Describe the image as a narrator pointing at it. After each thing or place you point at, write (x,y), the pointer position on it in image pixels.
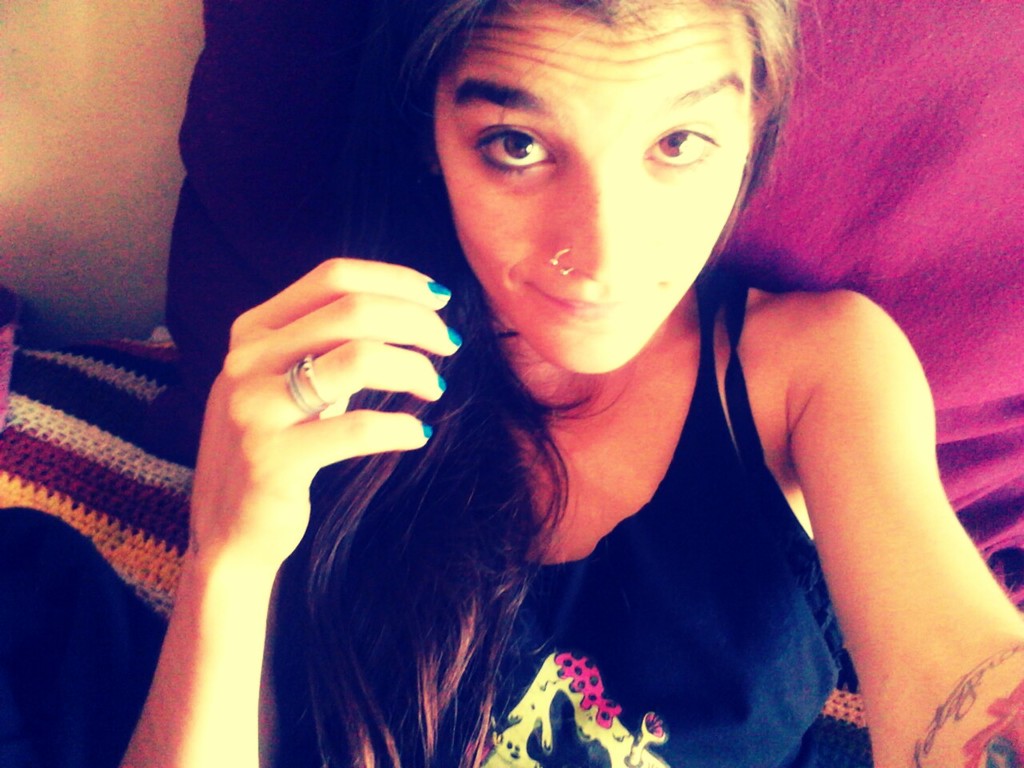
In this image I see a woman (593,327) who is wearing dark blue top (682,554) and I see that there is a tattoo (948,720) over here on her hand (946,678) and I see the blue color nail polish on her nails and in the background (204,76) I see the colorful couch (204,76).
